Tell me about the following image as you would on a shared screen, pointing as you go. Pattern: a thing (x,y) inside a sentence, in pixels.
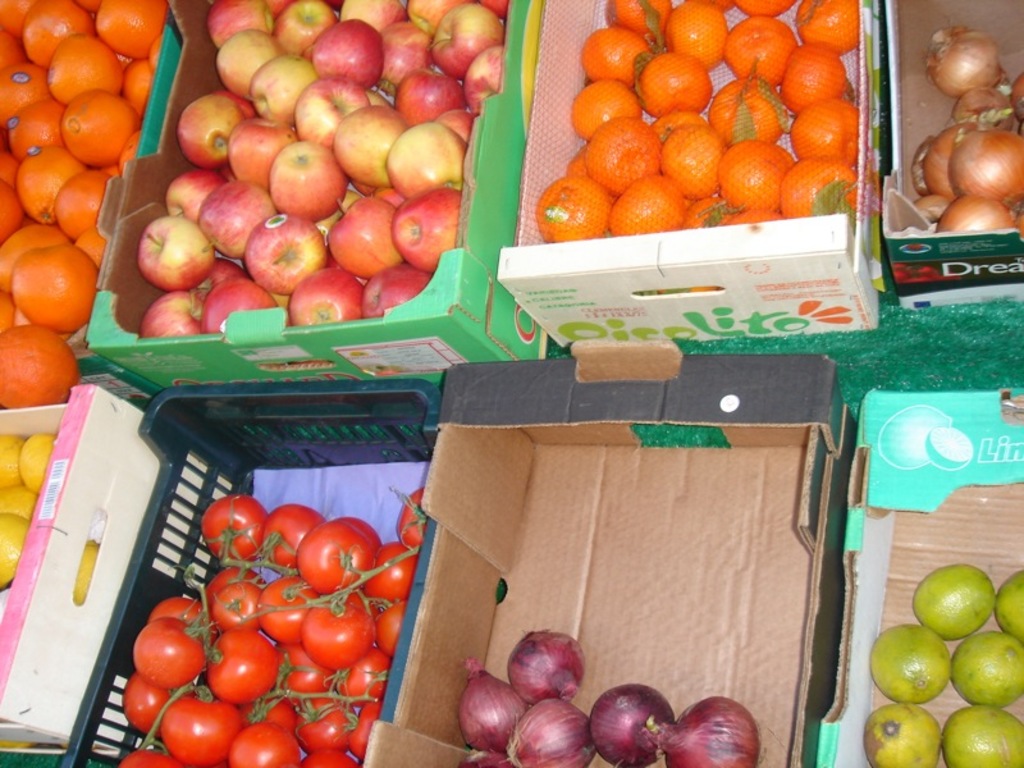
In this image there is a basket (248,631) having few tomatoes (288,606) in it. Beside there is a cardboard box (668,522) having few onions (531,735) in it. There are few cardboard boxes (872,392) are kept on the floor (898,357). In the boxes (154,87) there are few apples (372,149), oranges (129,132), onions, lemons (923,739) in it.
